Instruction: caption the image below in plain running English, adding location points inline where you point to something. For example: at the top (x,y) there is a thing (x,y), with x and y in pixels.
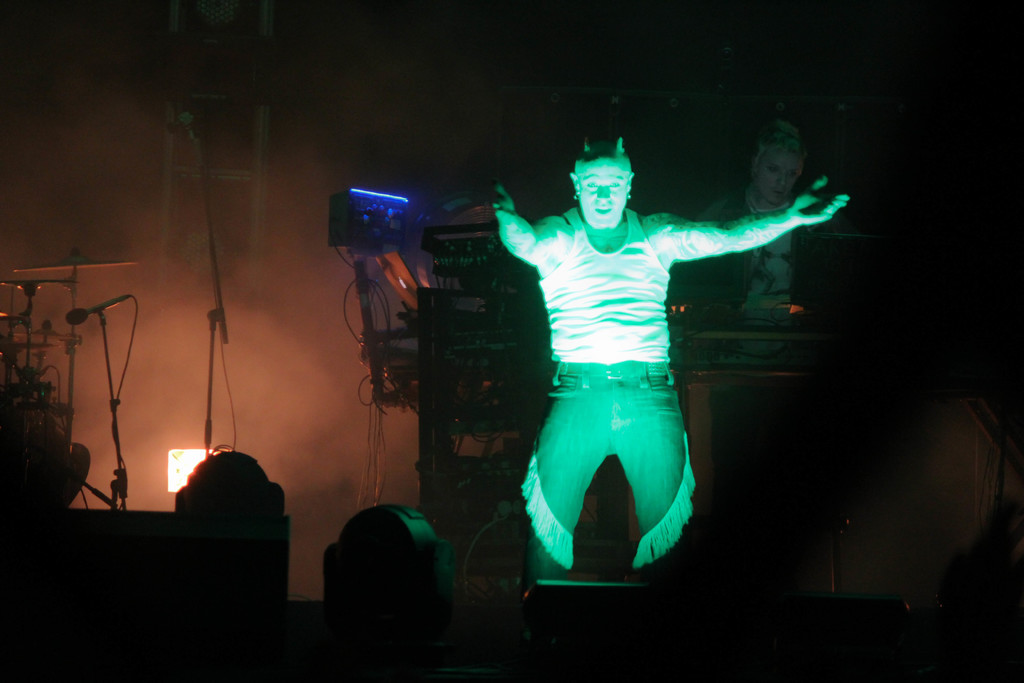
This image consists of a man (579,395). It looks like he is performing at a concert. In the background (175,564), there are mics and speakers (158,566). On the right (789,270), we can see another person (790,276).
